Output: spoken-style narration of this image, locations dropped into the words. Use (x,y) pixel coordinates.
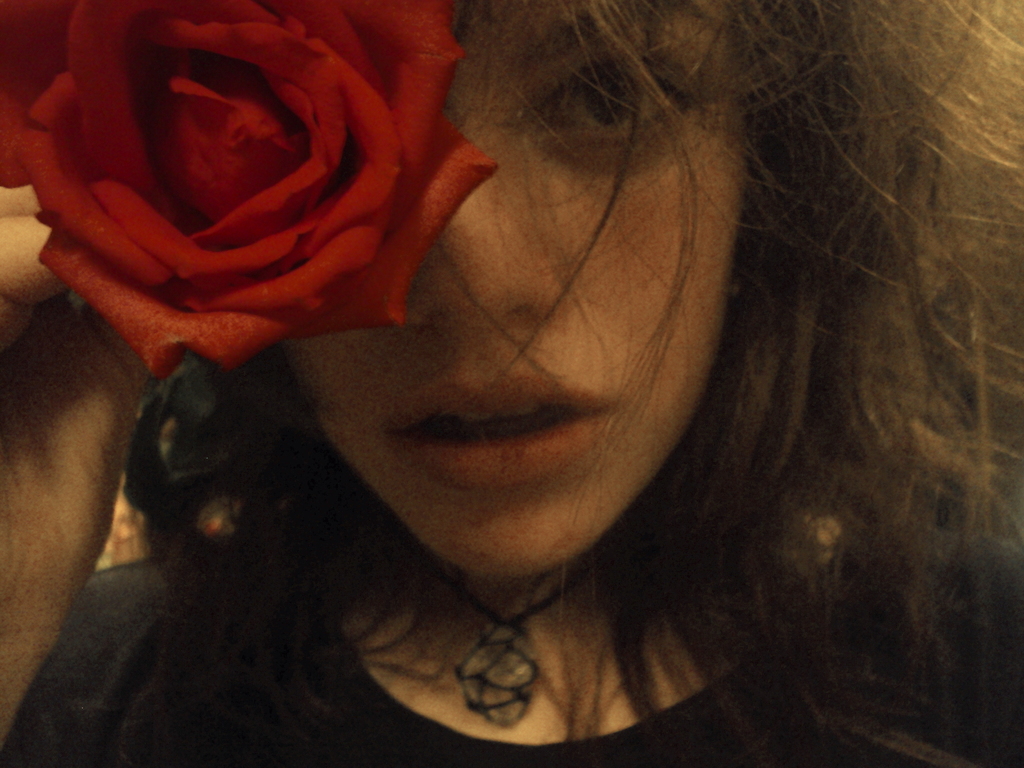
In this image in the foreground (753,470) there is one woman (339,624), who is holding a rose flower (180,111).
